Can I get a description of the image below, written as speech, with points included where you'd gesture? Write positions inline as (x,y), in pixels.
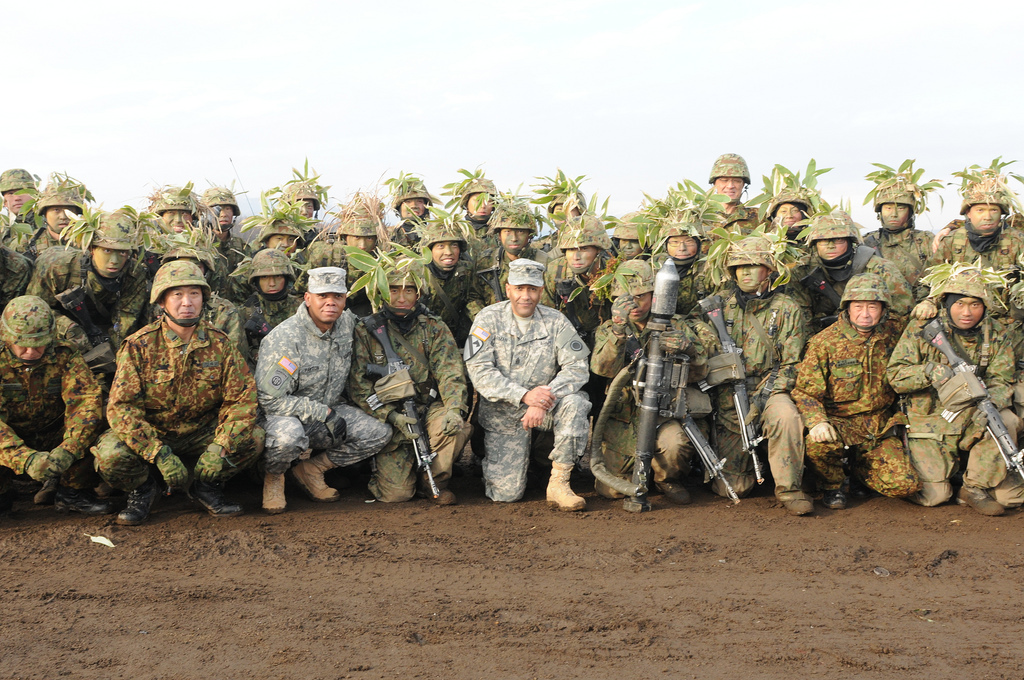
In this picture we can see group of persons (972,430), who are wearing army uniform (3,282) and some peoples (893,244) are wearing helmet (738,250) with leaves (718,250). In the center (399,277) there is a person (400,318) who is holding a gun (426,455). Beside him we can see another man (625,428) is also holding rocket launcher (656,398). On the top (489,110) we can see sky (469,108) and clouds (475,49).
